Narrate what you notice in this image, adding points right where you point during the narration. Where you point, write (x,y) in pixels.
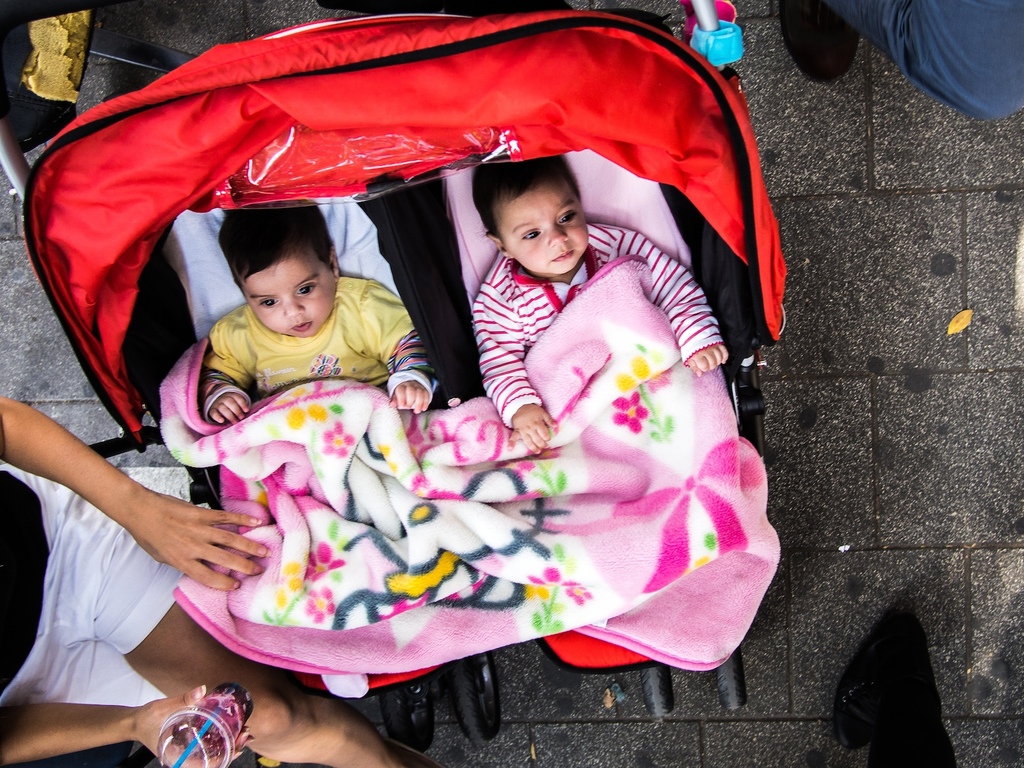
In the foreground of this image (547,367), there are two babies (501,370) on a baby cart (409,71) and also we can see pink and white blanket (474,544). On the left bottom (39,619), there is a person (129,670) sitting and holding a glass (210,718). On the right bottom (893,730), there is a leg (913,718) of a person (913,718) and on the right top (966,69), there is another leg (962,65) of a person (952,65).
